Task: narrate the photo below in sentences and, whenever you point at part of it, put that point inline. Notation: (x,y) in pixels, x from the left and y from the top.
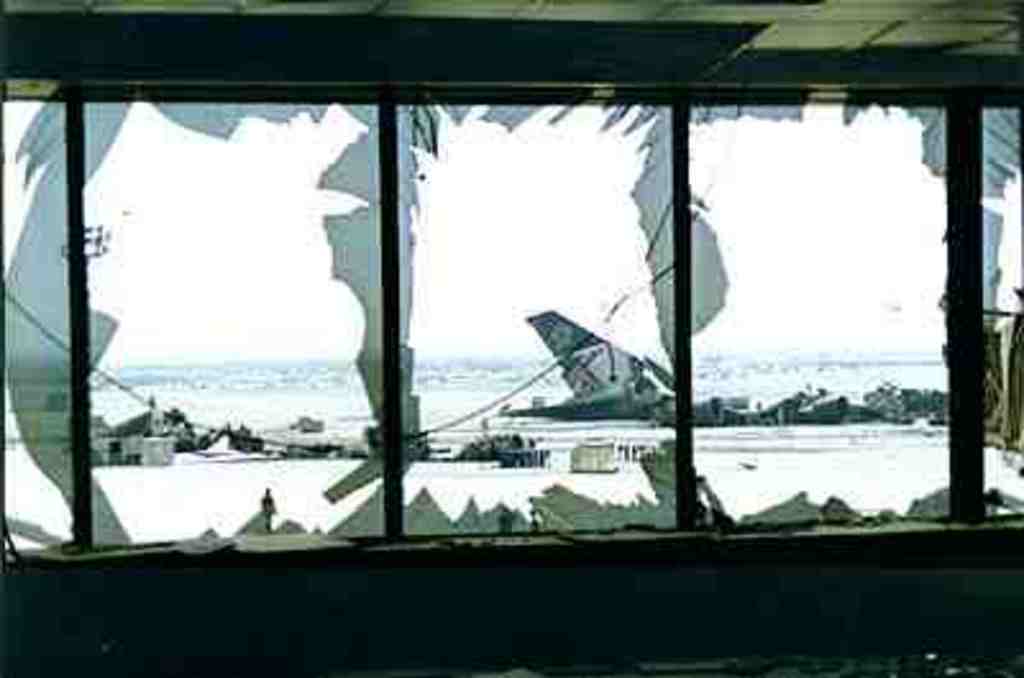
In the image in the center (396,363) we can see glass windows (390,470) and roof (549,54). Through glass window (666,115), we can see the sky (544,285), clouds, ground (448,482), aircraft (574,417) and few other objects (142,439).
